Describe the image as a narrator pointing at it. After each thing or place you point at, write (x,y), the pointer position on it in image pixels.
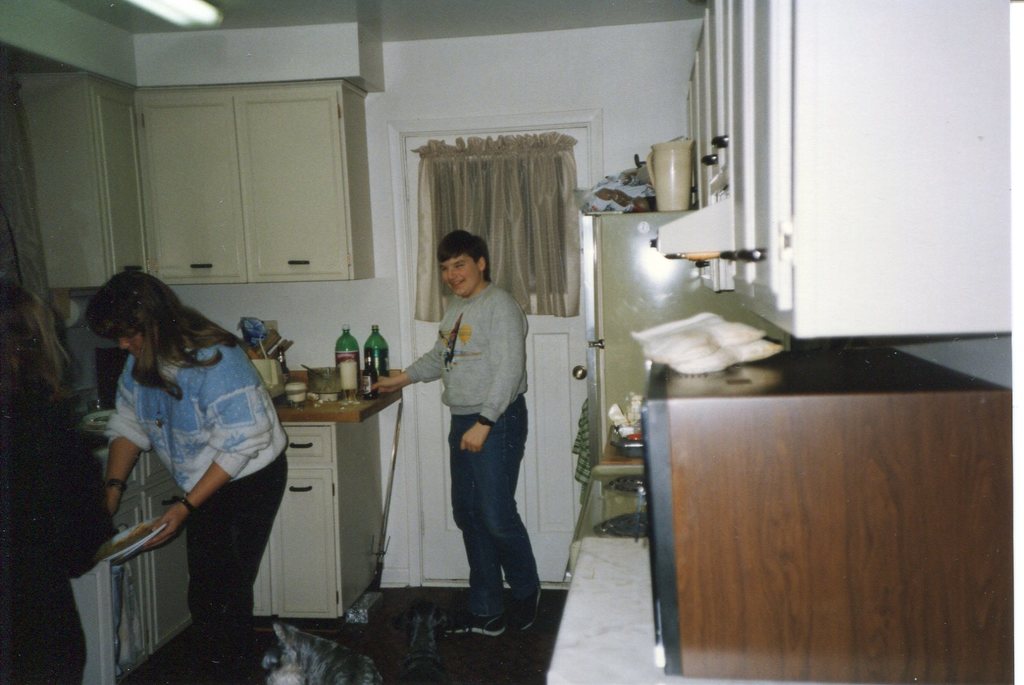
In this image we can see three persons (174,517) standing in the room (436,500), a person (241,546) is holding a plate (116,544), there are few cupboards (342,527), few objects (332,393) on the table (340,404), a door (552,329) with curtains (525,214), a fridge (620,276), a jug (683,201) and few objects (642,182) on the fridge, there is a wooden box (761,425) and white color objects (725,355) on the box (735,403).
